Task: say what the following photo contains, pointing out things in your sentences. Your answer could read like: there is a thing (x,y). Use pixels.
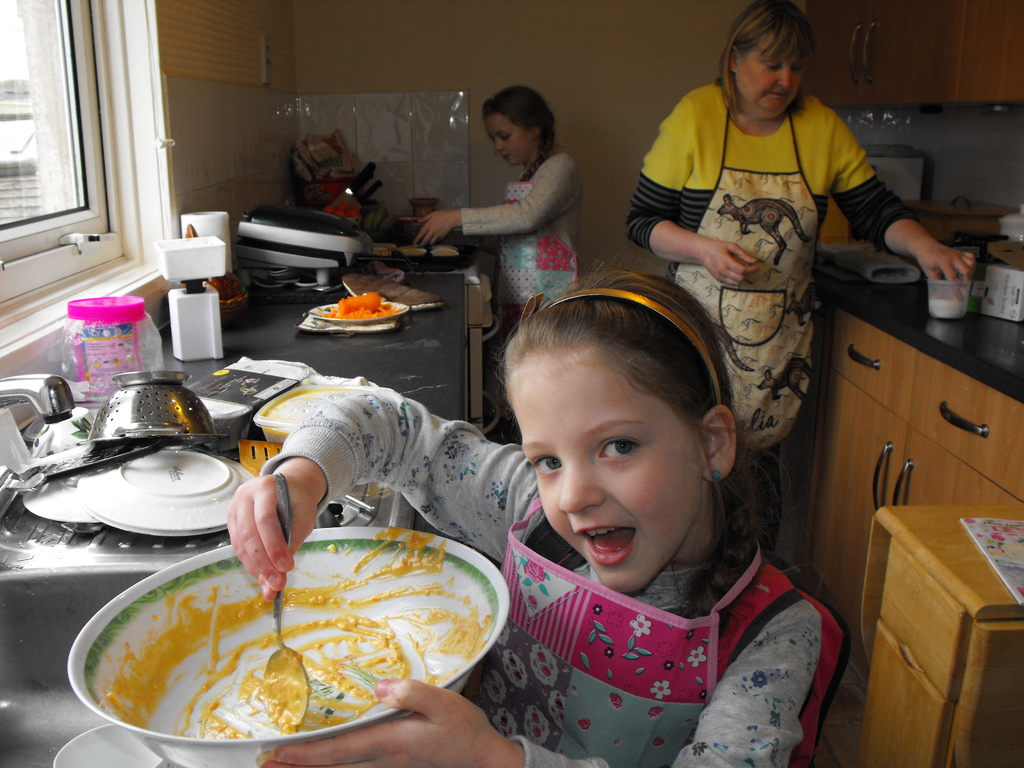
In the center of the image (598,271) we can see a kid (653,659) is holding a bowl (218,591) and a spoon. In the background (421,277) there is a wall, window (19,197), kitchen platforms (397,336), drawers (914,406), utensils (204,529), one sink (45,576), one tap (66,399), one jar (91,336), some food items (302,392), two persons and a few other objects (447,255).
